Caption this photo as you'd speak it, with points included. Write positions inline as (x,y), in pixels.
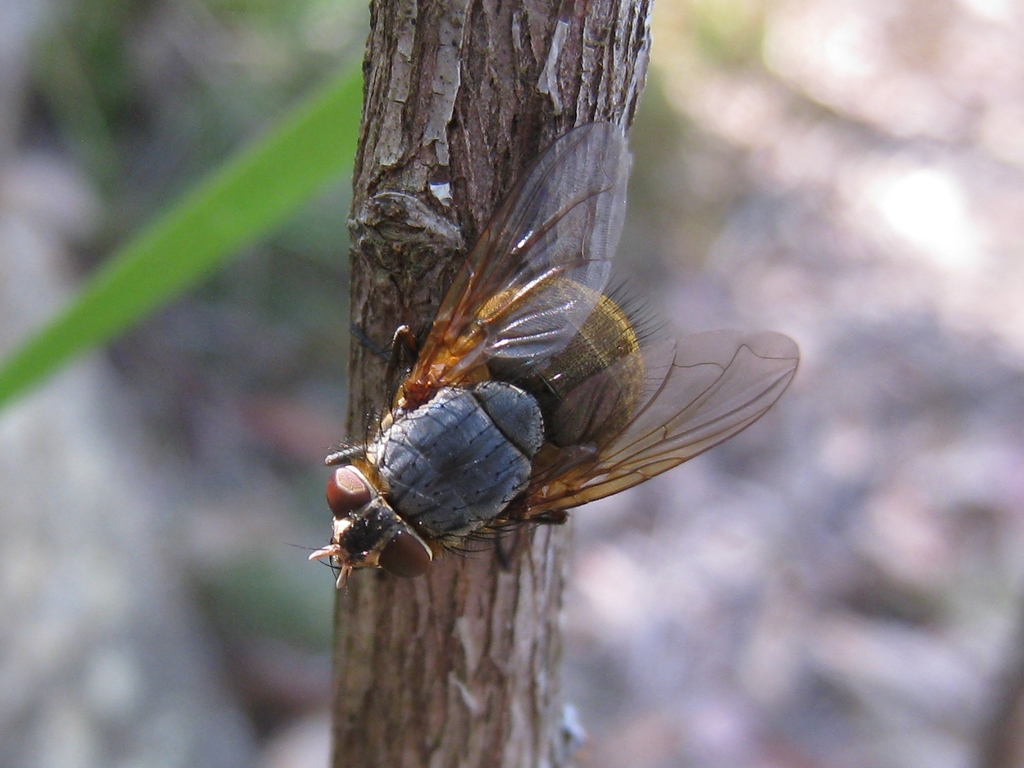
In this image I can see there is a house fly (496,220) on the stem (480,562) of a plant (470,660) and the backdrop of the image (17,200) is blurred.
